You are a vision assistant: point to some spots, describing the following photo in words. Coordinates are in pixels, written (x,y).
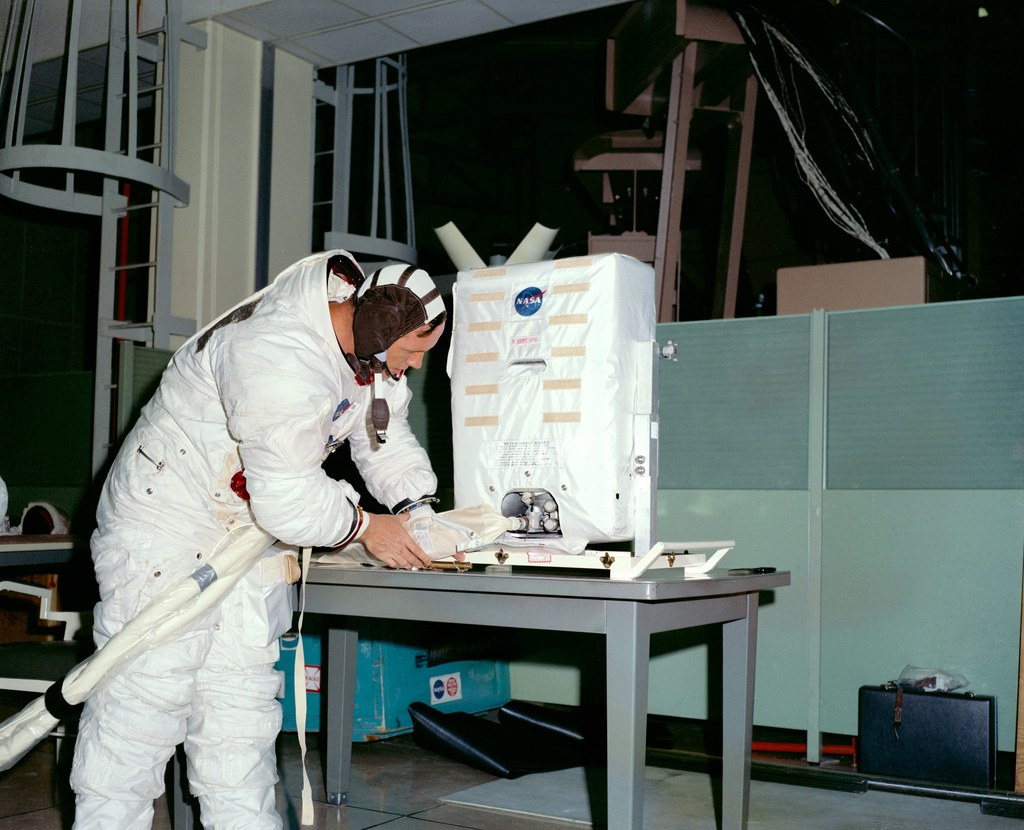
In the image a person (288,416) is standing and holding an object (456,563), there is a table (622,607) on which some object (585,430) is placed, some suitcase (923,717) is placed on the floor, A person (185,671) is wearing a white color equipment (178,538).
